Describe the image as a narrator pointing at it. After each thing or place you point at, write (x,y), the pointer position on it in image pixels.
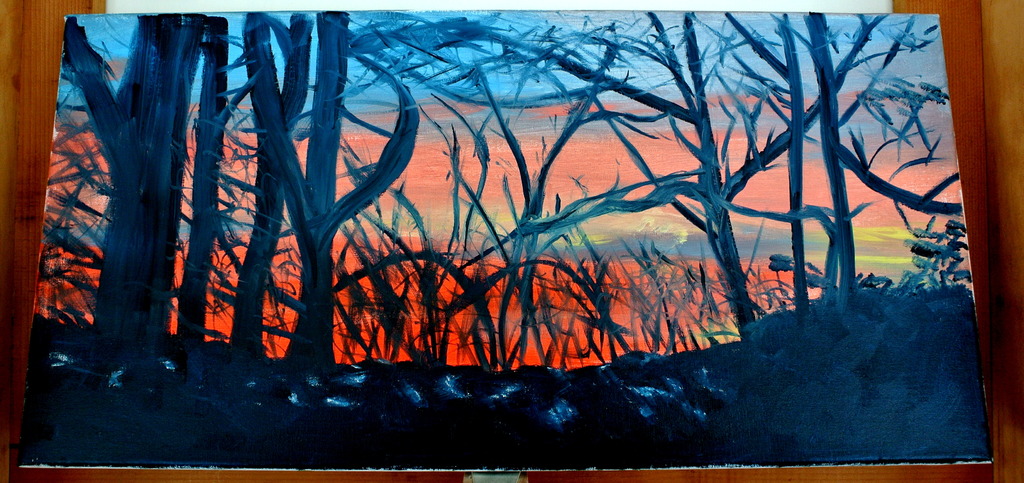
This is a painted frame (267,207) and in the foreground of this image (176,309), there are trees (209,110), plants (856,303) and in the background (573,168), there is the sky (557,168).
